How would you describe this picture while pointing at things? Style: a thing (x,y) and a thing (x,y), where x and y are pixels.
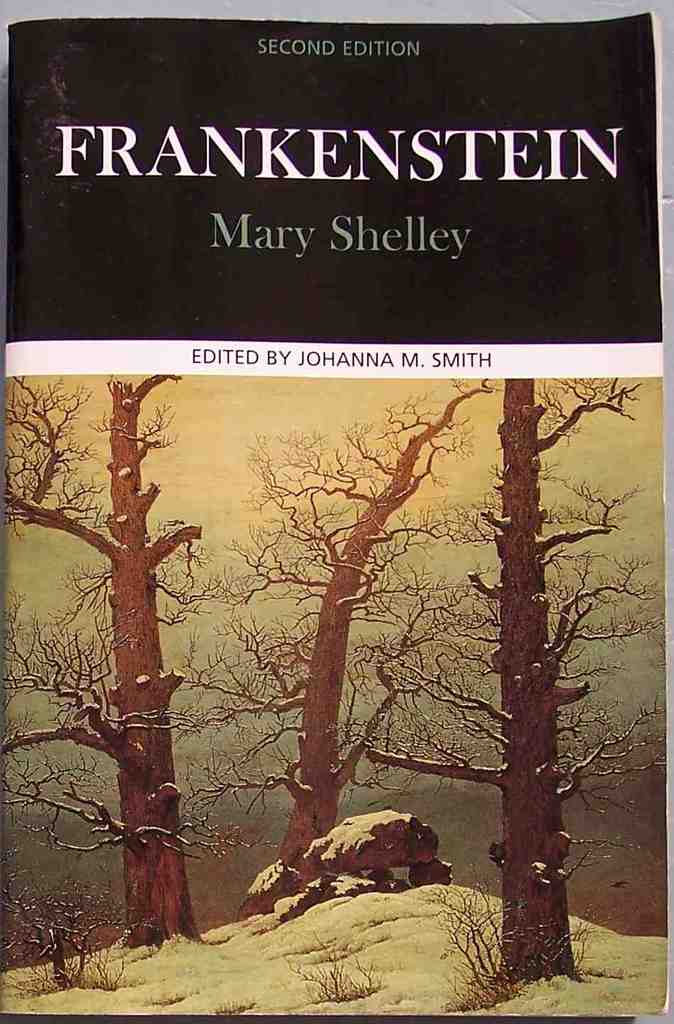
In this picture we can see a book cover (471,716) here, here we can see three trees (525,725) and a rock (392,832), we can see some text (348,173) here.
